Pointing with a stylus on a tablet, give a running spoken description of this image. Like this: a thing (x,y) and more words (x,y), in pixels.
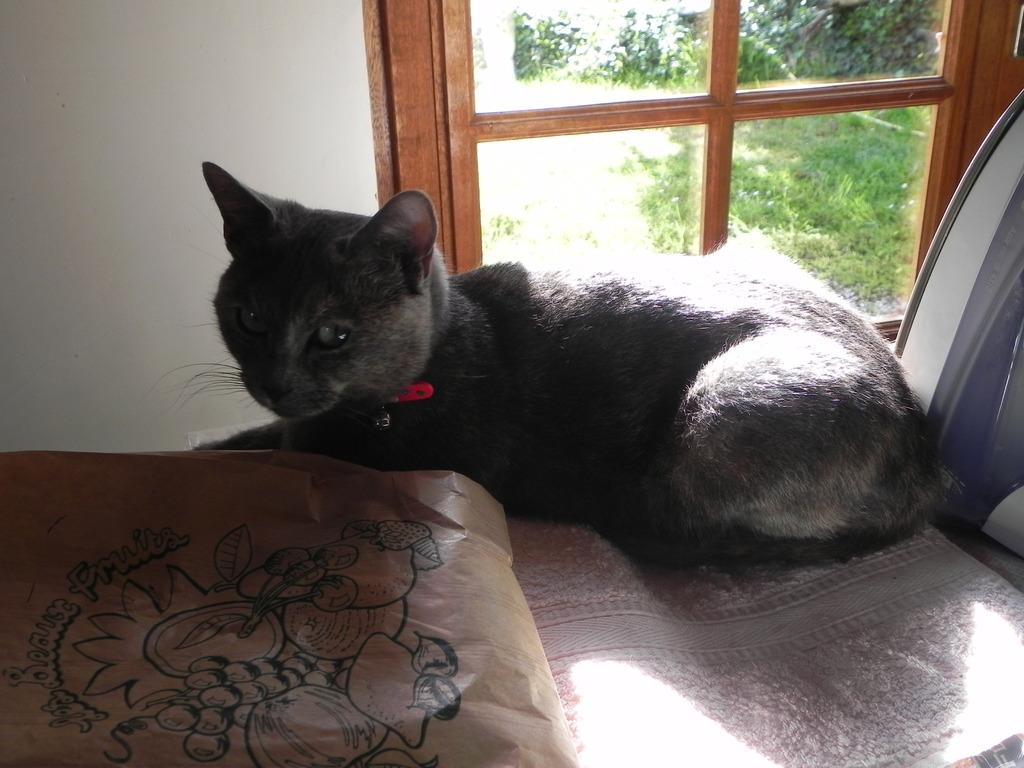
This picture shows a black cat (894,380) and we see a paper bag (318,500) and we see a window (680,117) from the window (939,26) we see trees (768,49) and grass (774,200) on the ground (811,231) and we see a red color belt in the cat's neck (419,355).
